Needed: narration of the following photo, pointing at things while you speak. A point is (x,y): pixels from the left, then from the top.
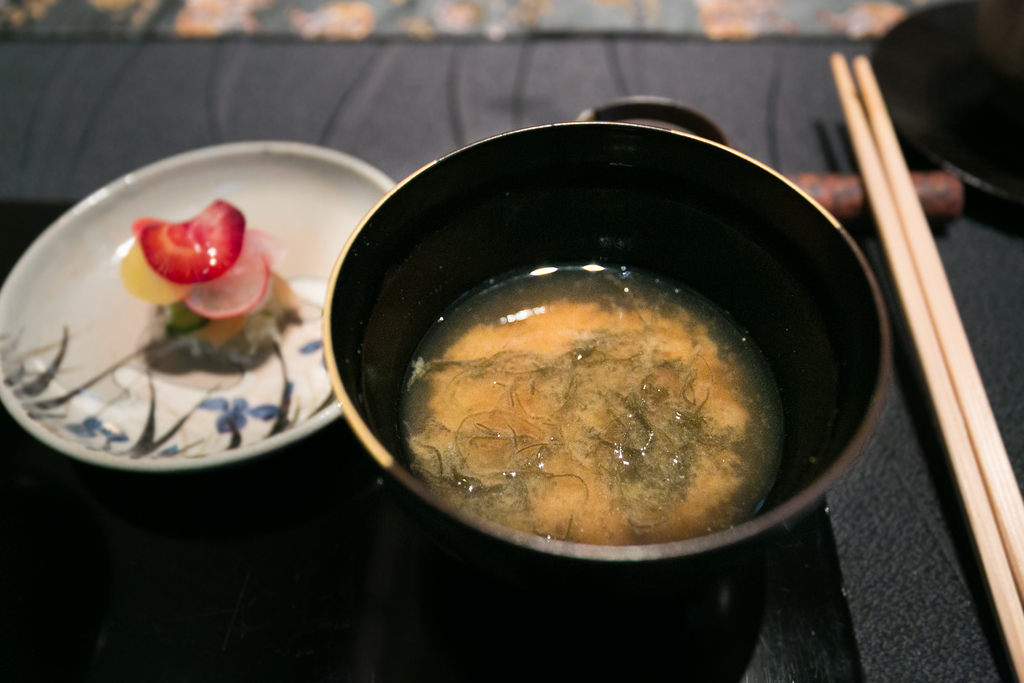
In the image we can see there is a bowl (694,274) in which there is a soup (459,453) and there are chopsticks (933,370) kept on the tray (274,590).
